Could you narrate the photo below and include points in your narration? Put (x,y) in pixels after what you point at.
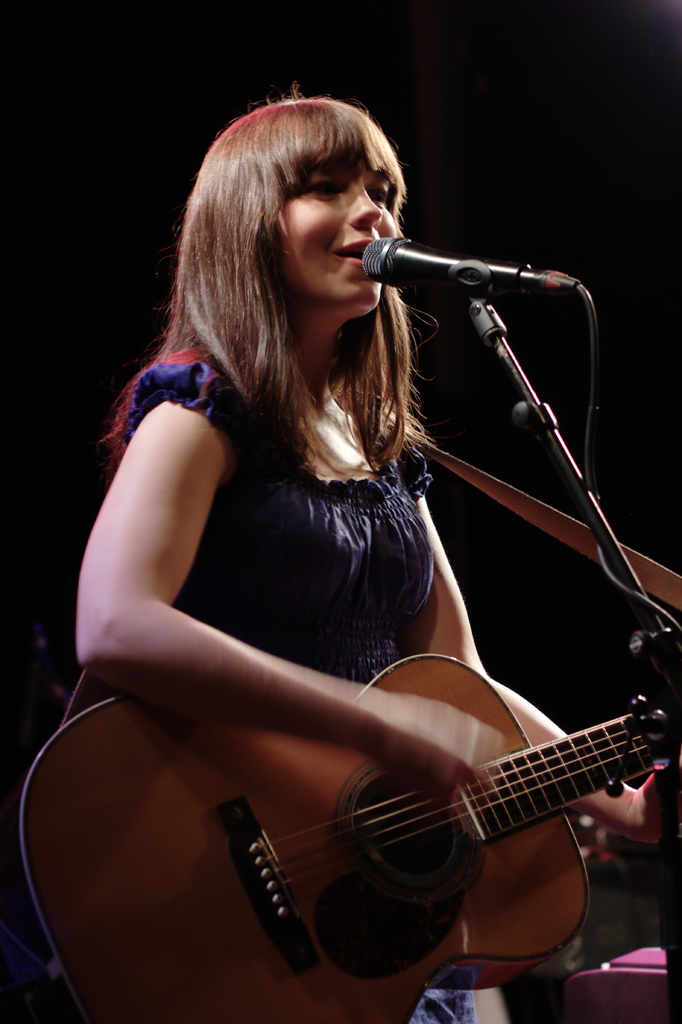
She is standing. She is playing a guitar (494,794) and she is singing a song.
